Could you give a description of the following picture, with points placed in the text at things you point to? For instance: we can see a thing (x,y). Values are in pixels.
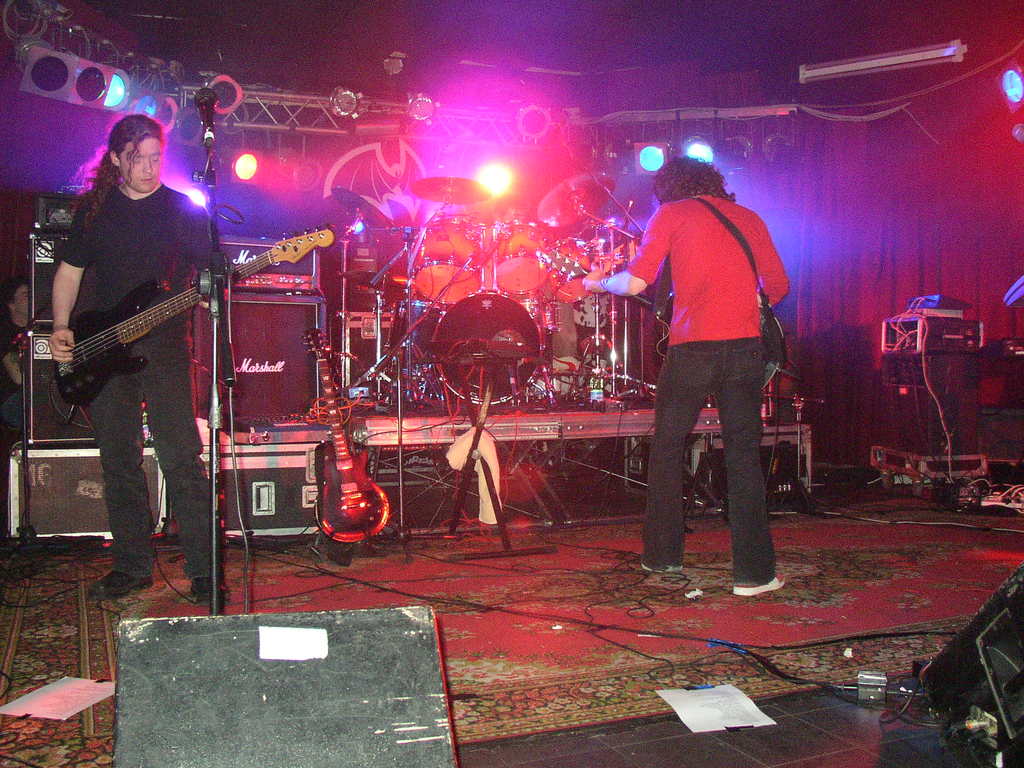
In the picture we can find two persons (717,330) are standing, one person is holding a guitar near the microphone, another person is turning back and holding a guitar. In the background (595,371) we can find drum kit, music items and colorful lights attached to the stand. The two persons (709,199) are standing on the carpet (22,599).
